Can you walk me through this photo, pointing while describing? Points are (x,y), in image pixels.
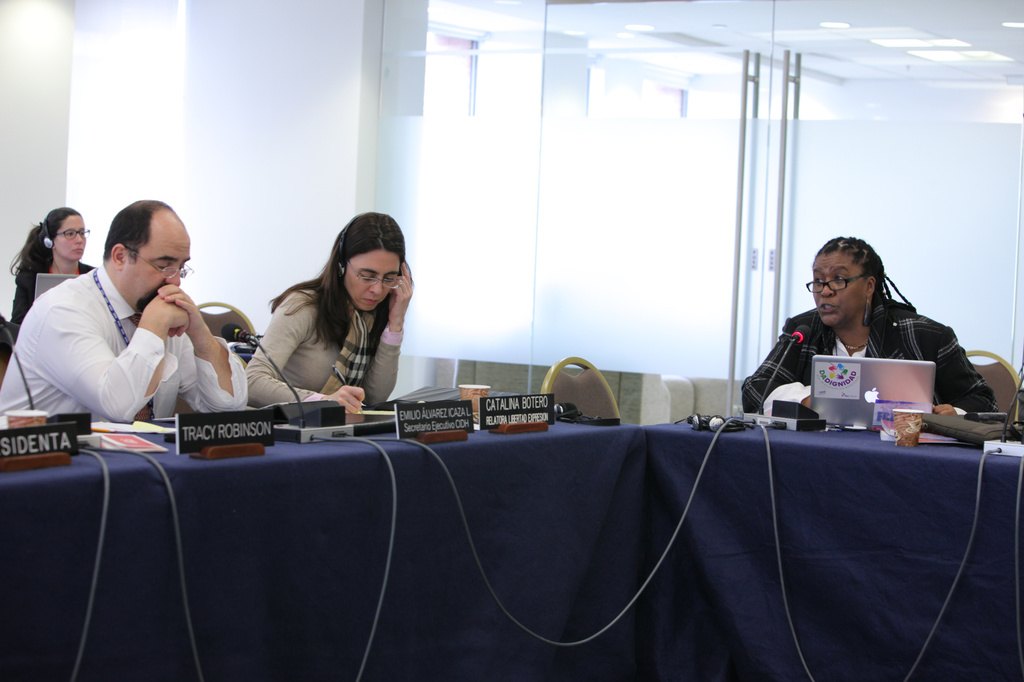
As we can see in the image there are few people (331,318) sitting on chairs (1007,381), door (991,253) and a table (639,517). On table (261,540) there are mics (995,453) and a laptop (860,374).
